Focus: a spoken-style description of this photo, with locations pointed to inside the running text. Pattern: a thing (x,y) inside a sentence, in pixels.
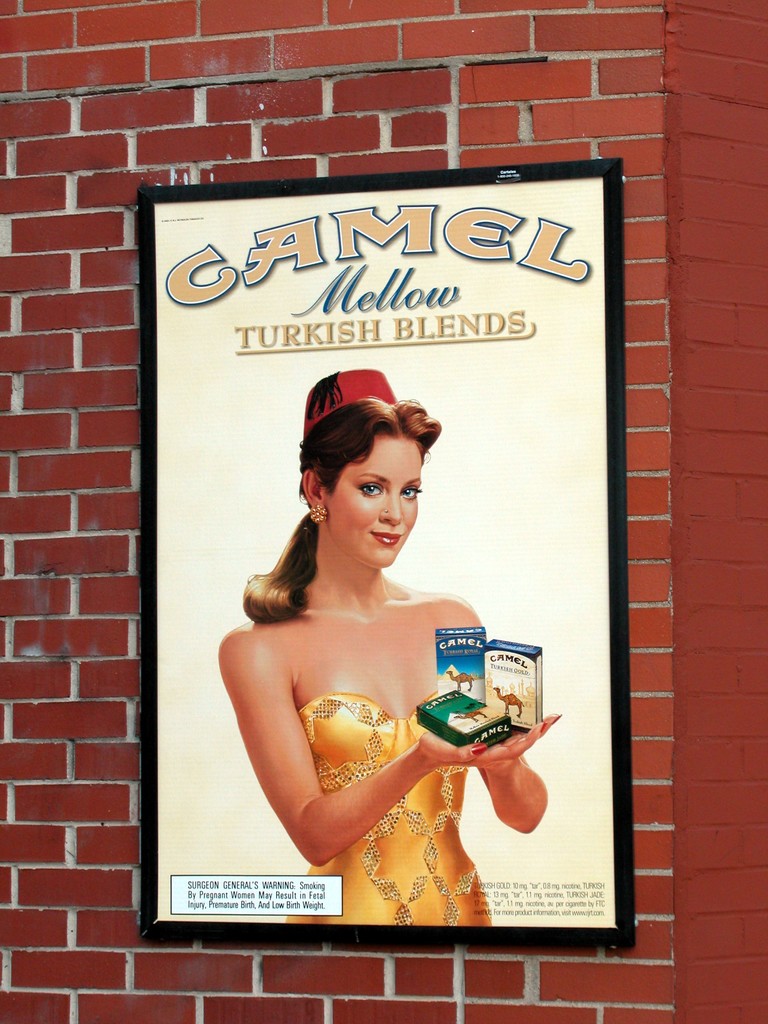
In this image we can see the photo frame (438,609) on the wall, in which we can see a woman (337,674) holding some objects (470,732) in her hand (424,738) and some text (469,653) on it.
